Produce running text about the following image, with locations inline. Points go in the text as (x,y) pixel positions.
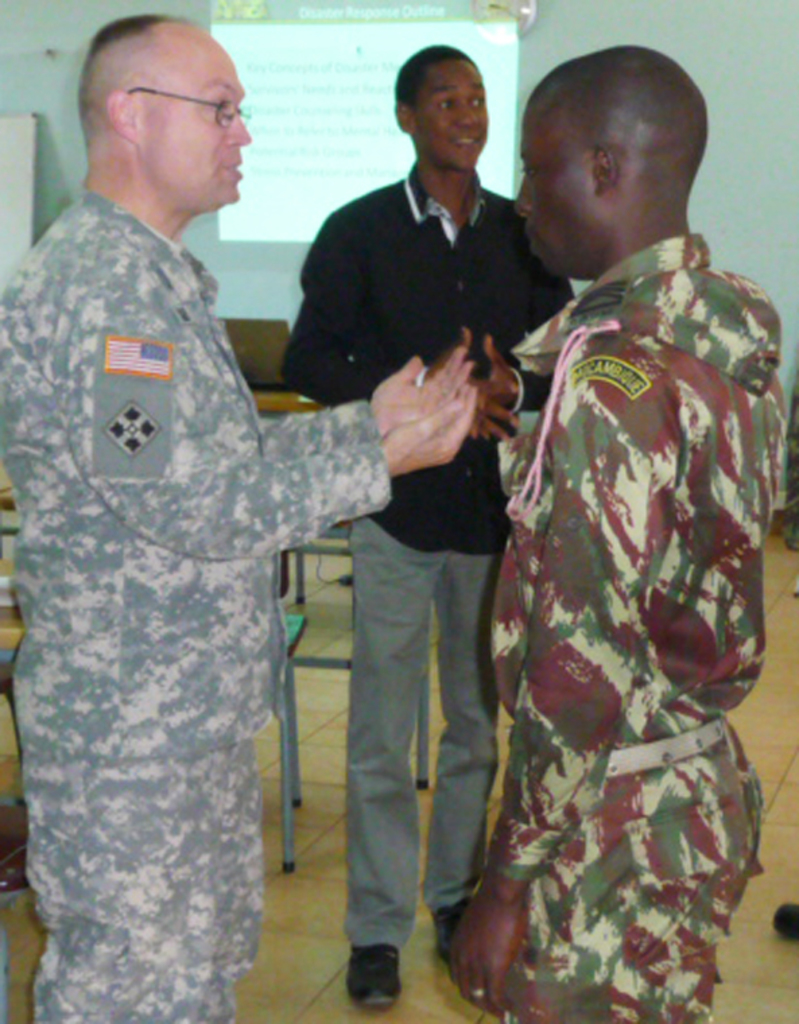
In the image there are three men (391,507) standing. On the left side of the image (151,150) there is a man (167,123) with spectacles (225,119). Behind them there are few things (241,356). In the background (220,235) there is a wall (746,28) with screen (300,85).
